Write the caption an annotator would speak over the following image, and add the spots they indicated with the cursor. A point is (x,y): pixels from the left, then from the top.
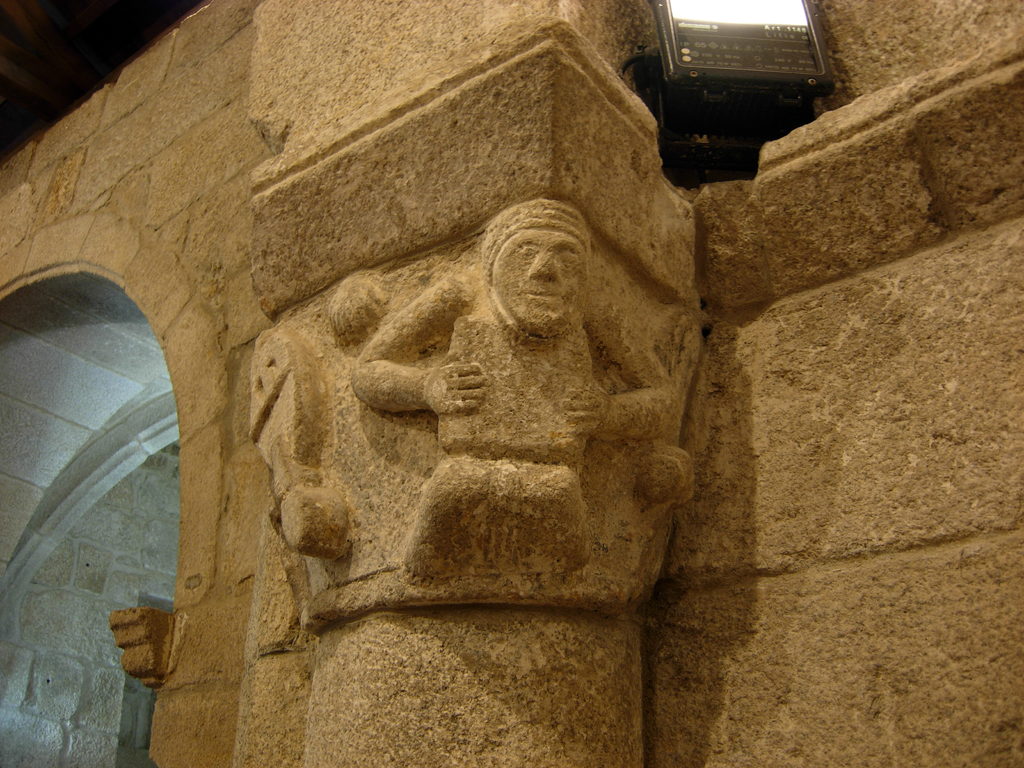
In the center of the image (599,371) a sculpture (619,387) is present. At the top of the image (782,49) light (748,64) is there. On the left side of the image (93,476) wall (12,703) is present.
